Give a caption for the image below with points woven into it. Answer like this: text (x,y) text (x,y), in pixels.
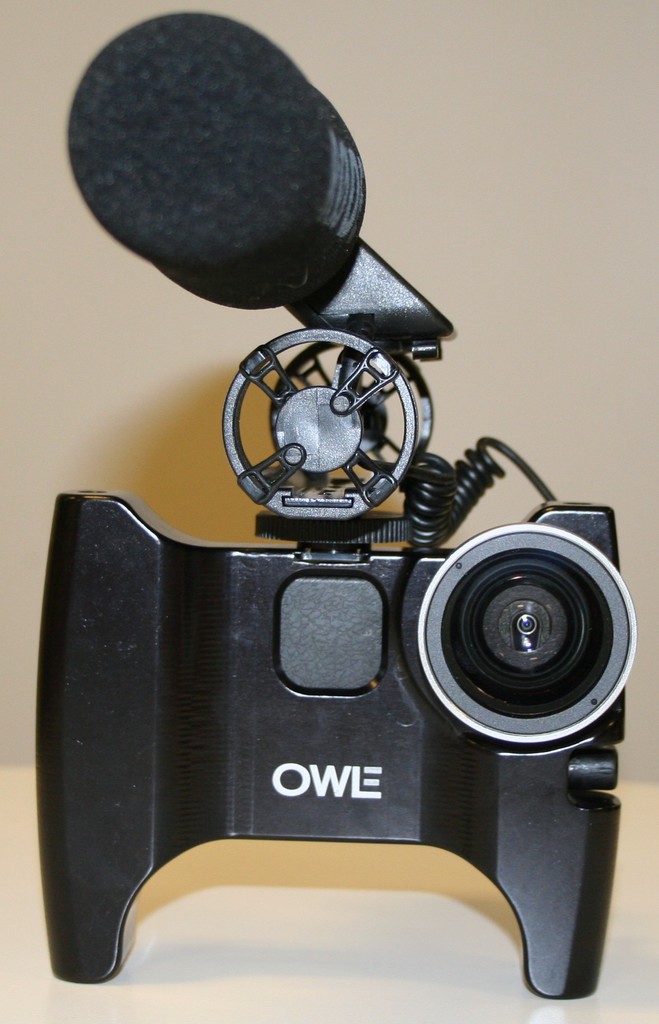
In this picture we can see a camera (217,671) on the surface (249,858) and in the background (446,302) we can see the wall (500,233).
